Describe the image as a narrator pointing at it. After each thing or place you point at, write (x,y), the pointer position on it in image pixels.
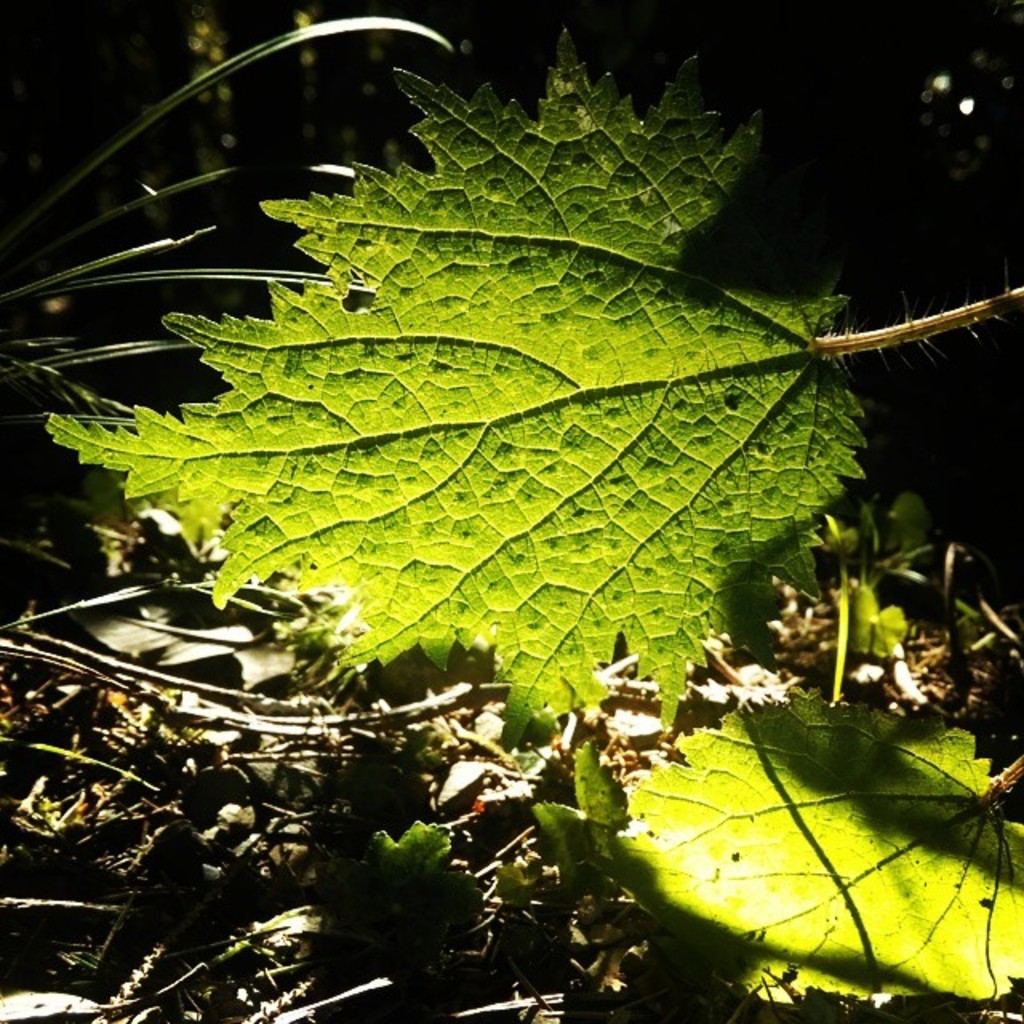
In front of the image there are leaves (541,359). At the bottom of the image (528,770) there are dried leaves (333,895) and branches (84,670) on the surface (284,823).
